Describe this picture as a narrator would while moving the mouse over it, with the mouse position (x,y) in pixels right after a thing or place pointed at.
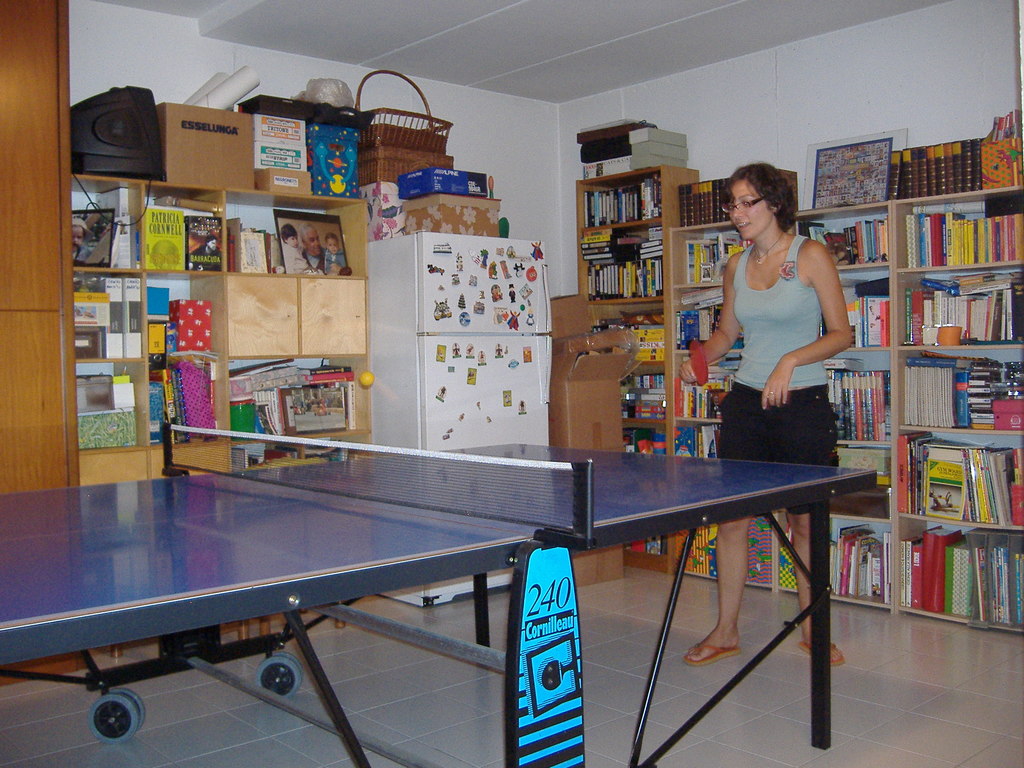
There is a shelf (963,432) with so many books (956,161) and a woman (761,391) playing table tennis and there is so many things (428,188) on top of shelf (1002,356).
